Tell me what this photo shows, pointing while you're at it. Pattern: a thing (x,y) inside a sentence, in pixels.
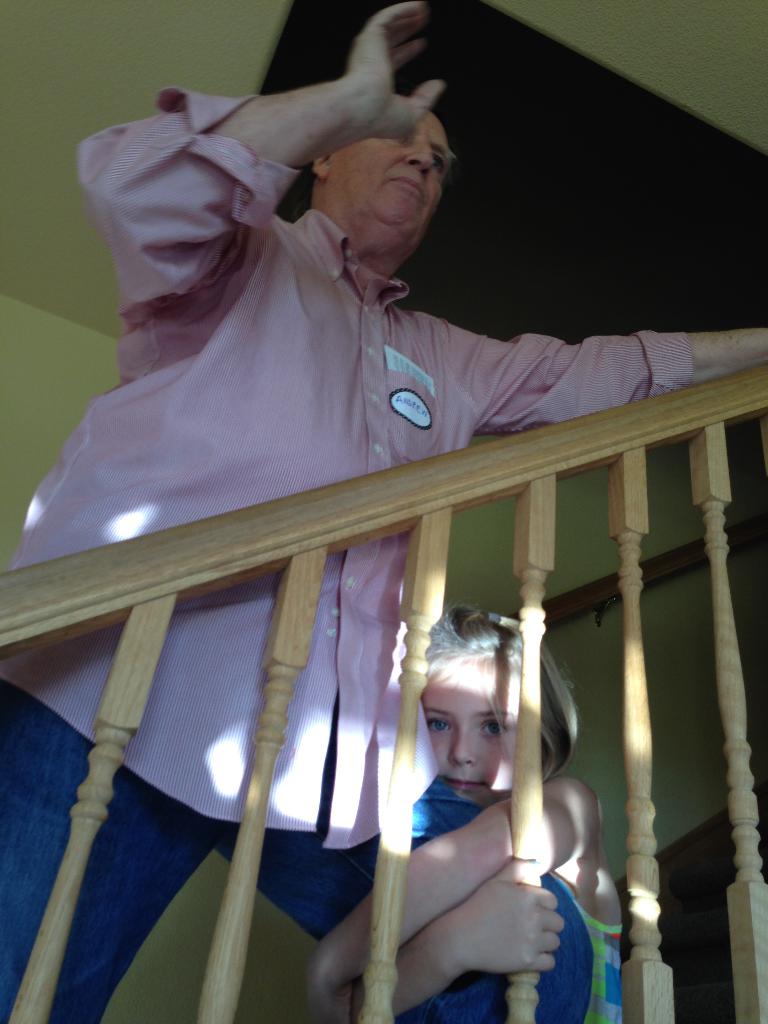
In the image in the center (466,420) we can see one man (564,896) standing and we can see one kid (468,847) holding his leg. In the background (36,257) there is a wall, roof (673,36), fence (400,894) and staircase (709,493).
